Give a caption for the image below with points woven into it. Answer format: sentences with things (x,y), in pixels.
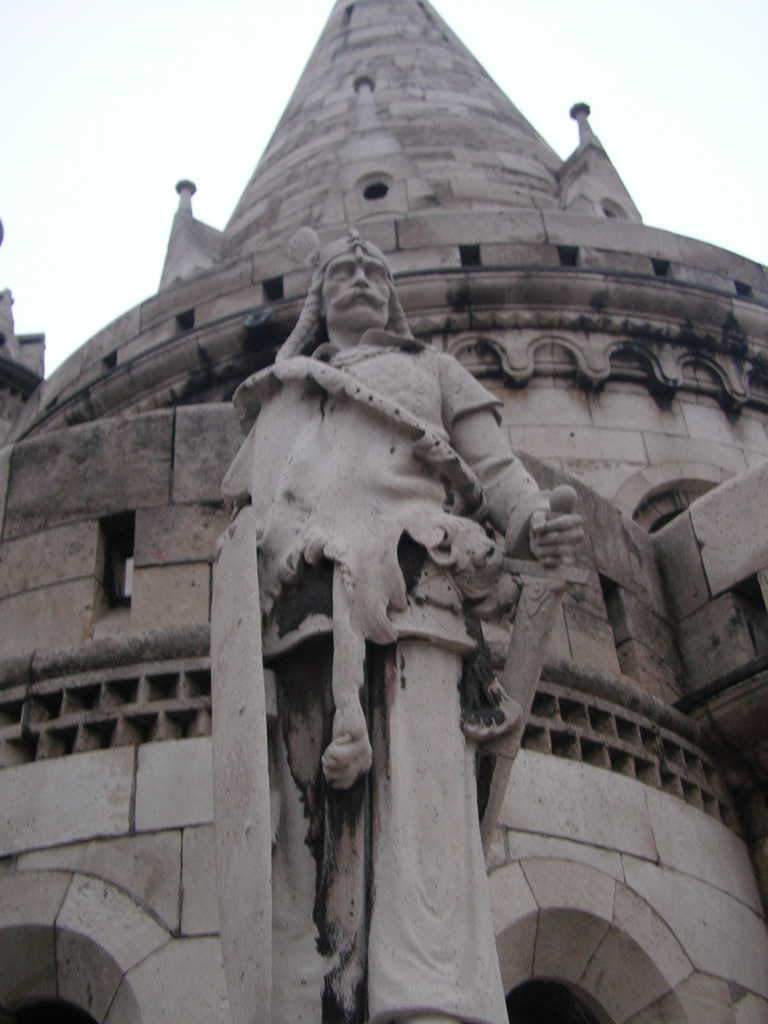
In this image I can see a statue (437,573) of a person (353,523) which is ash in color. In the background (179,518) I can see a building (125,629) which is ash and black in color and the sky (621,128).
